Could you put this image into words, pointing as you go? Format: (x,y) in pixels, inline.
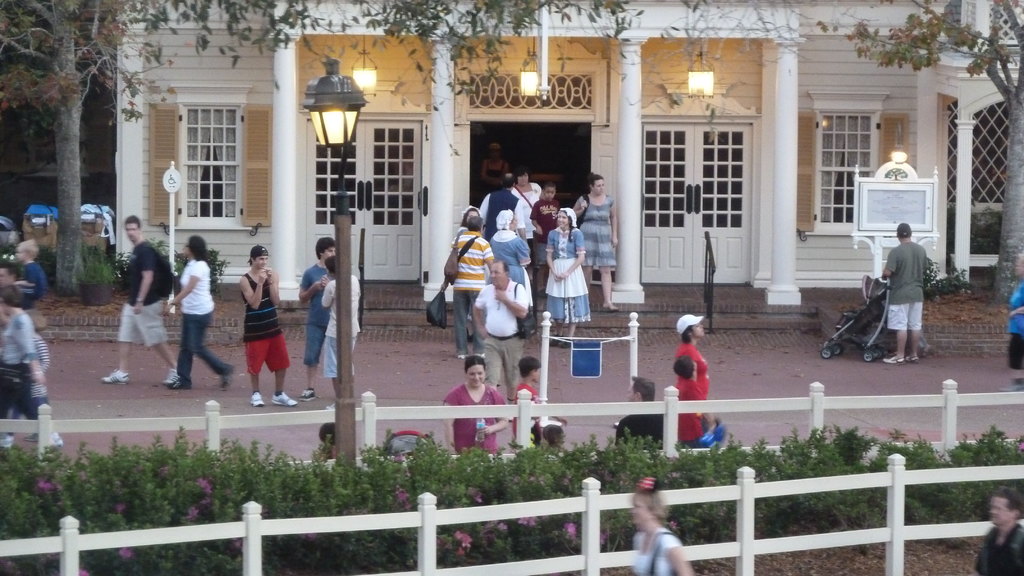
In this image we can see many people (581,315). Some are wearing caps (684,322). There are railings (520,435) with wooden poles (748,536). Also there are plants (436,472) with flowers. There is a light pole (343,104). In the back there are trees (1015,177). And there is a person (914,308) standing near to a stroller (839,329). In the background (203,132) there is a building (300,114) with windows (203,132). And there are steps (452,310). Also there are pillars (276,129) and lights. On the left side (31,224) there are bins (85,228). And there is a pot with a plant (108,273).
